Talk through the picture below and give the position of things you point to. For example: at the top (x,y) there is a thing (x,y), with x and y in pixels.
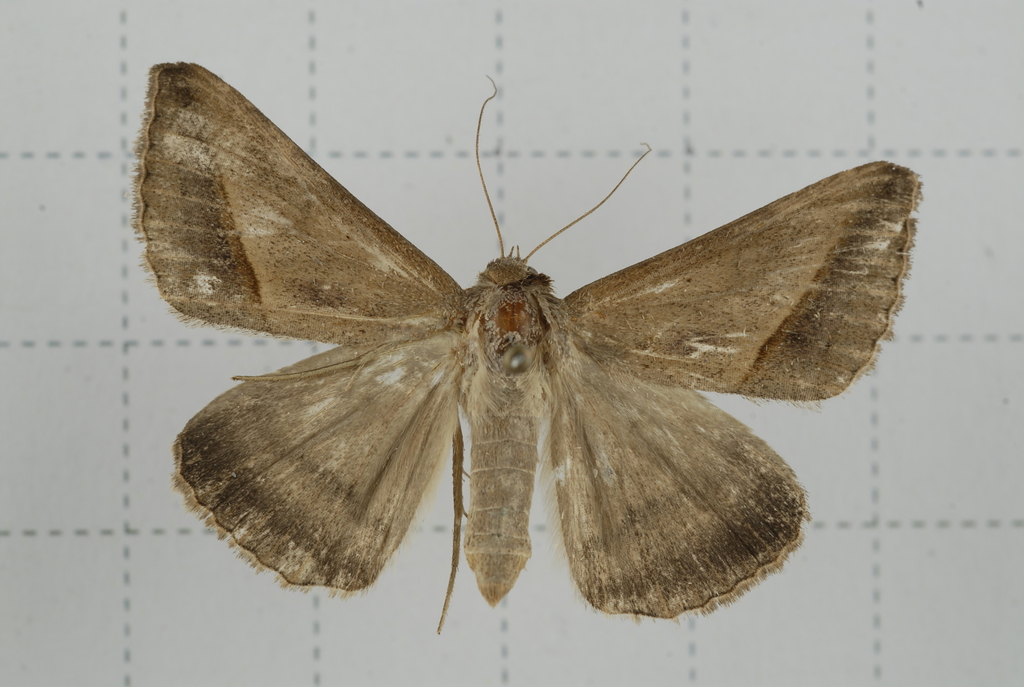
In this image I can see the butterfly (505,447) which is in brown and black color. It is on the white color surface (601,187).
